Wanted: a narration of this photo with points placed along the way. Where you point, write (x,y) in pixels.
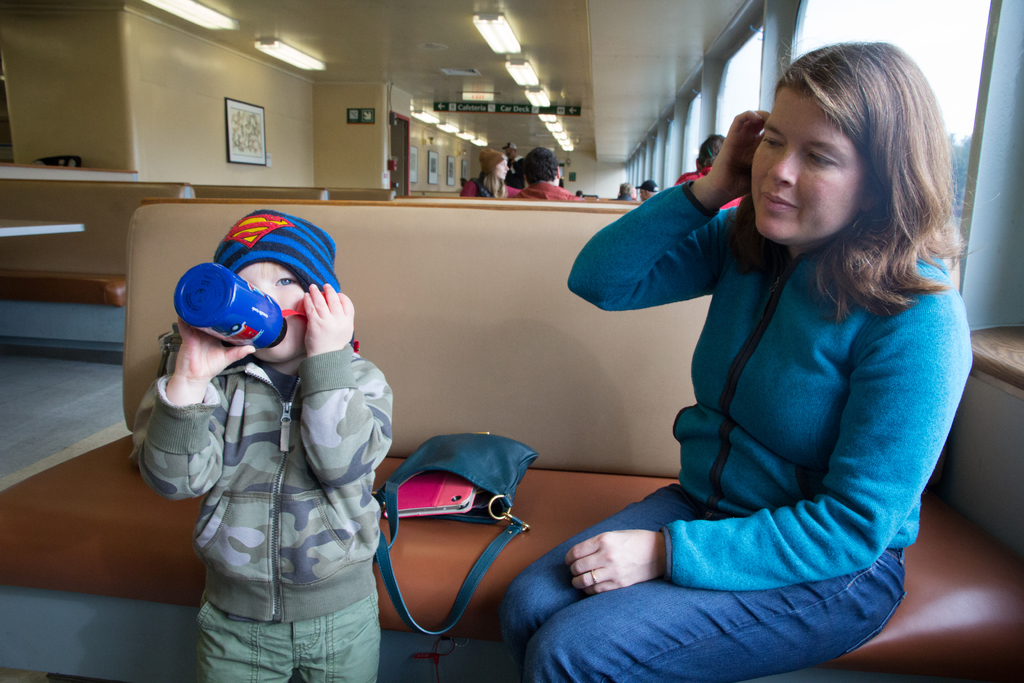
Here is a women (623,574) sitting on the couch (615,490), here is a bag (471,476) placed on the couch (556,505). This kid (327,481) is standing and drinking water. At background (546,187) I can see few people (532,187) standing and sitting. This is a photo frame (241,132) attached to the wall (222,106) and these are the lights (262,50) attached to the rooftop (304,45).
